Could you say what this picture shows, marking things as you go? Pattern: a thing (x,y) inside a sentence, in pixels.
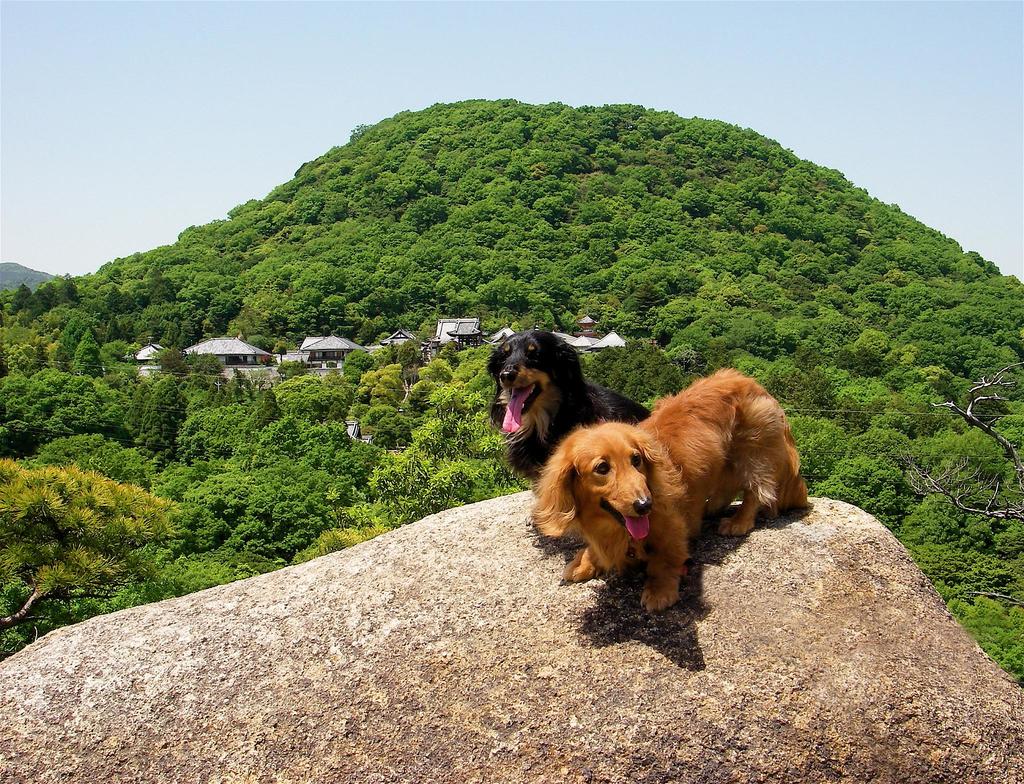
In this image I can see a huge rock (522,709) which is cream and brown in color and I can see two dogs (641,457) which are brown and black in color on the rock (497,716). In the background (177,330) I can see few mountains (267,332), few trees (814,323) on the mountains (720,287), few buildings (150,356) and I can see the sky (223,97).
